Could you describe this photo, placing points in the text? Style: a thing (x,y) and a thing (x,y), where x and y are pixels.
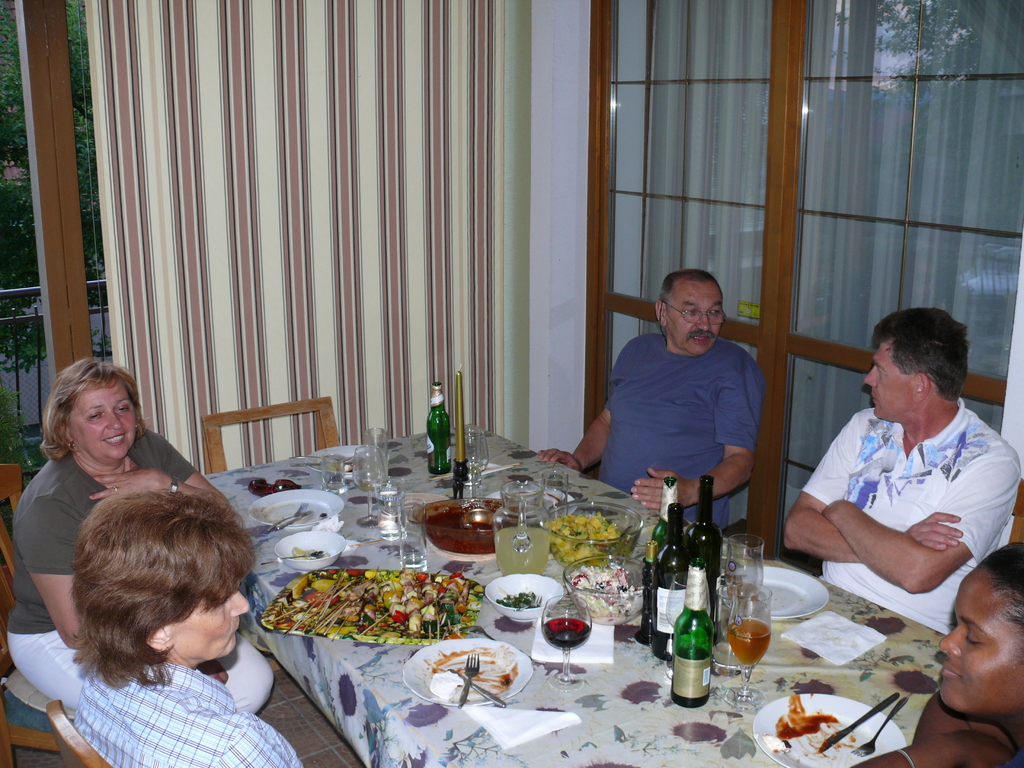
Here we can see five persons (178,762) are sitting on the chairs (3,478). This is table (407,648). On the table (572,736) there are plates (822,588), bowls (533,592), bottles (661,606), and glasses (561,646). On the background (823,32) there is a glass (756,149) and this is curtain (263,218). Here we can see some trees (13,34).
